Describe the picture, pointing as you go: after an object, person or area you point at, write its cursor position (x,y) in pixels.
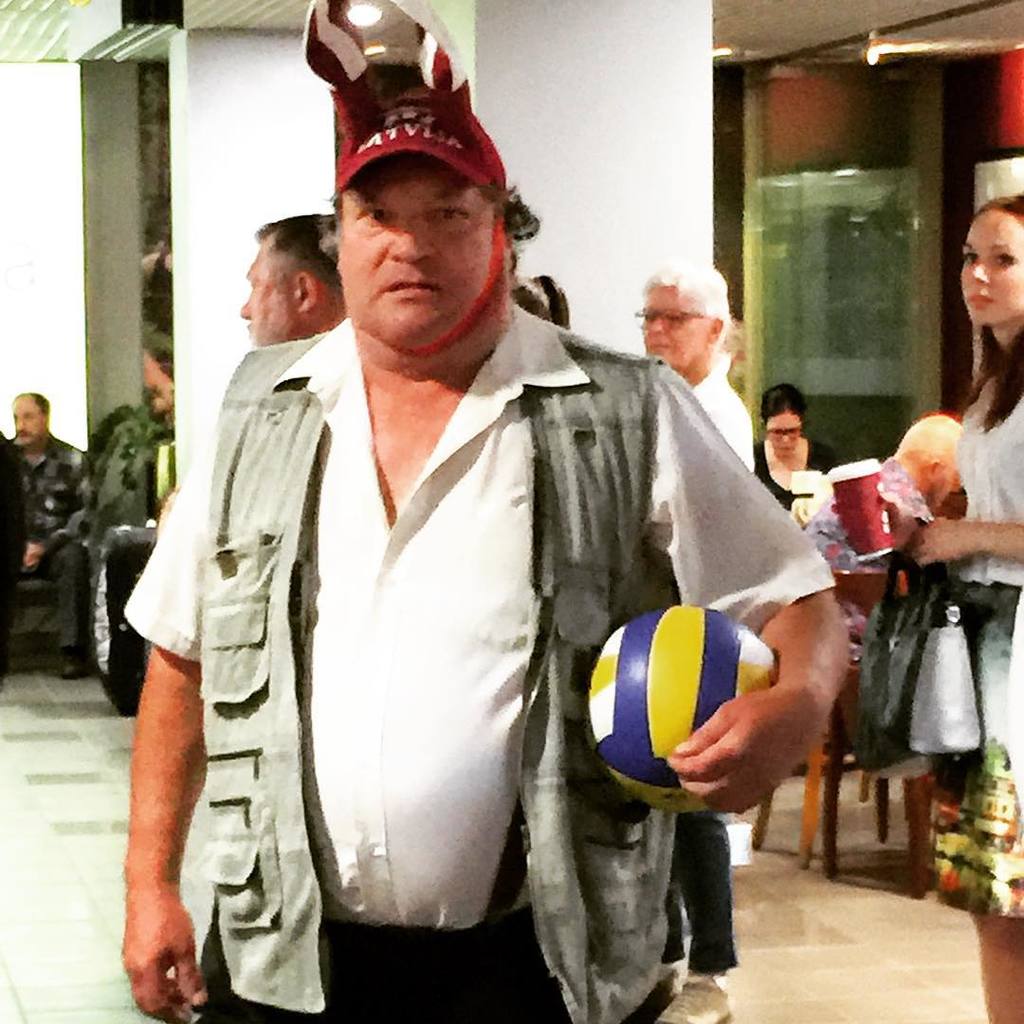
In this picture there is a man (333,586) standing, holding a ball (603,686) in his hand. He is wearing a cap (421,127) on his head (521,215). In the background (929,498) there are some people (708,285) standing and sitting in the chair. We can observe pillar (536,156) here.
